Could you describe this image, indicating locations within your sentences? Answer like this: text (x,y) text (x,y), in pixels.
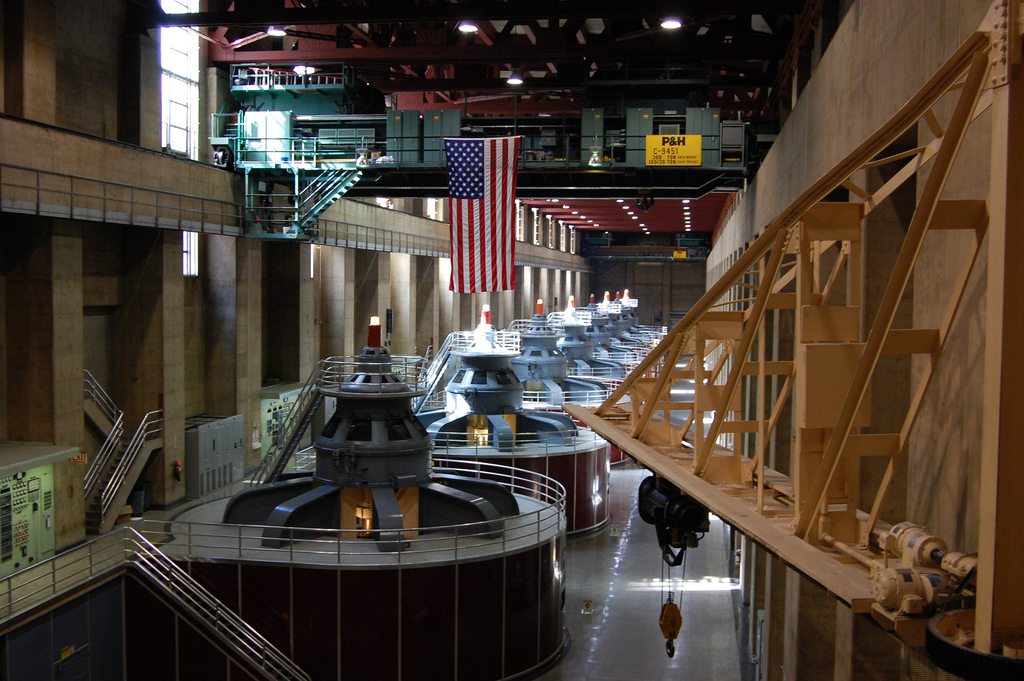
The picture looks like it is taken inside a factory (347,485). In this picture we can see a round shaped object (443,496) with railing (179,536) and other things (555,357). On the right (752,222) we can see wall (850,140) and a machine (655,378). In the middle (475,231) we can see flag (501,203), machine (460,119) and light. On the left (149,260) there are windows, wall (28,348), staircase (108,453) and other objects (64,455). At the bottom (585,638) there is floor (635,611).
